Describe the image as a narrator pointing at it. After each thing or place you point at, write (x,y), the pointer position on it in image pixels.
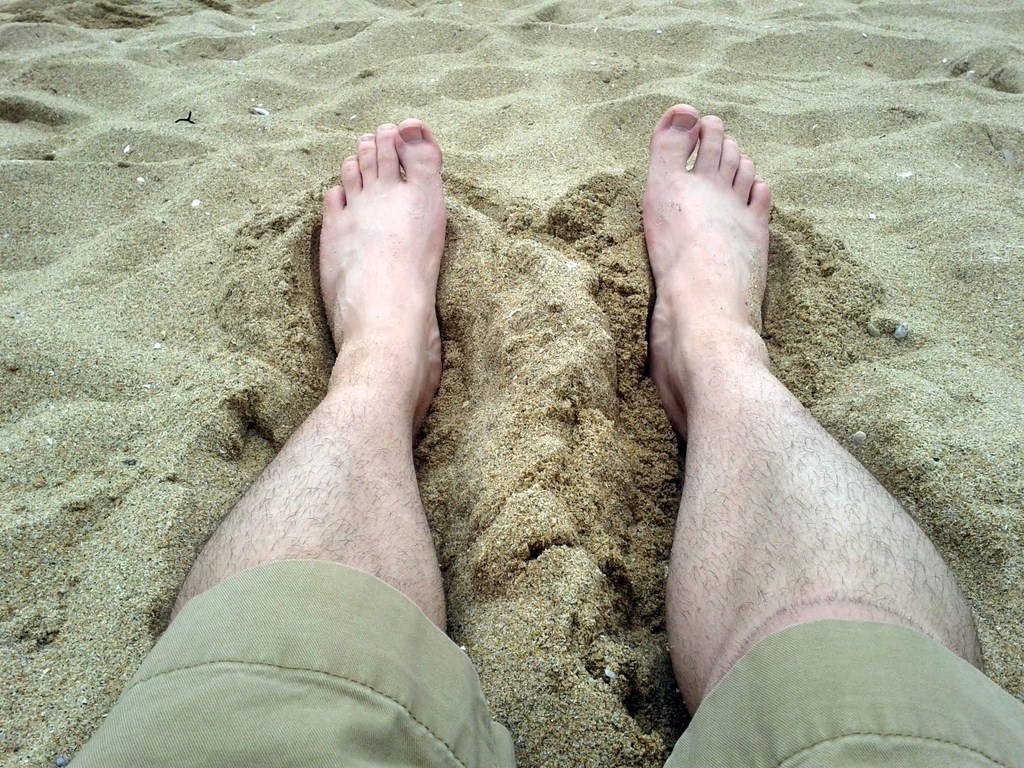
In this image there are two legs (325,457) in the sand (527,464).
